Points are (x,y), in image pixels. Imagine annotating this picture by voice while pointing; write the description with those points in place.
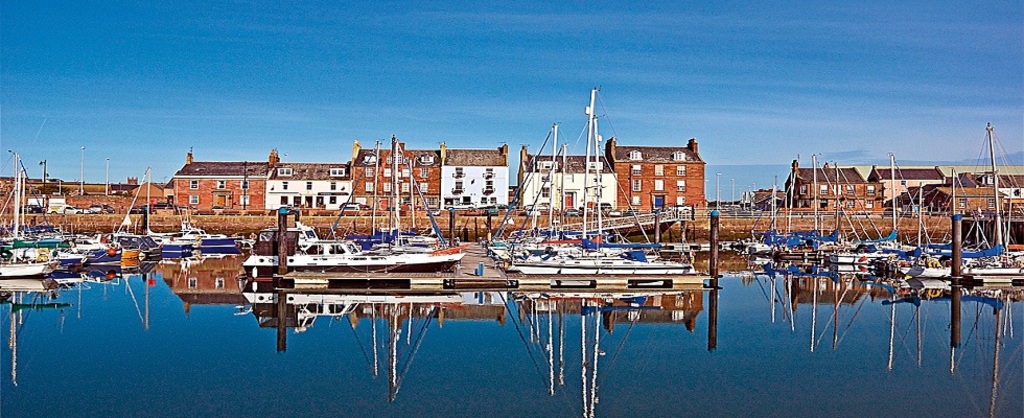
In this image we can see boats (622,249), poles (814,167), water (66,400), and buildings (638,178). In the background (289,148) there is sky (617,119). On the water (254,282) we can see the reflection (871,284).
